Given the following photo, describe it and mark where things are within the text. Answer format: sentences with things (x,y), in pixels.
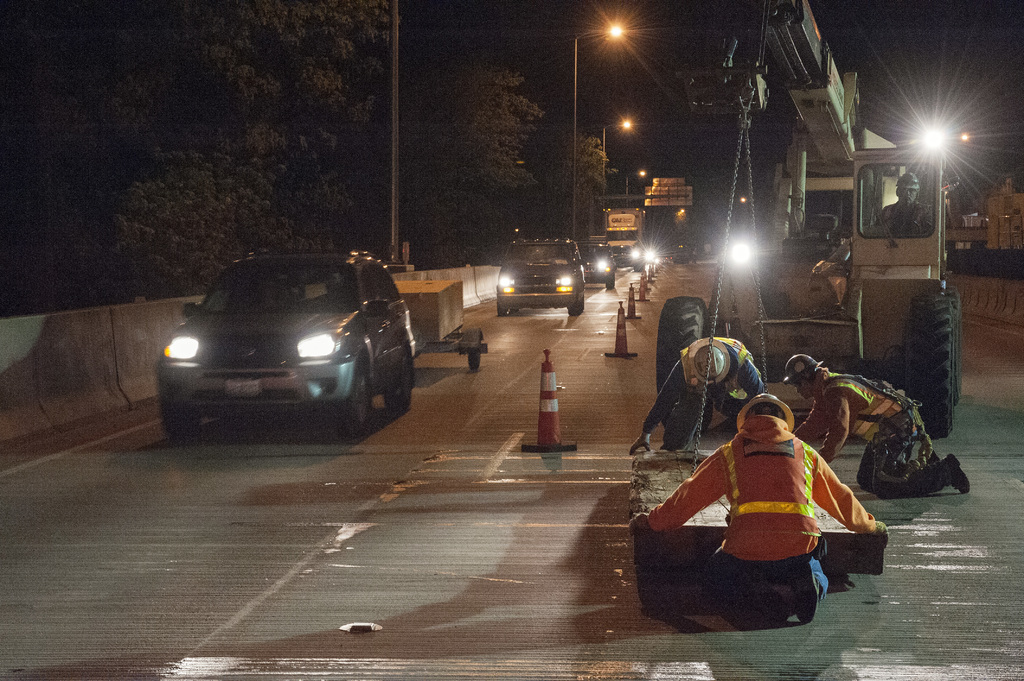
In this image we can see a road (615,328). On the road (648,338) there are many vehicles (276,357). Also there are traffic cones (621,342). There is a crane (863,271). Also there are few people (813,380). They are wearing helmets (759,404). On the sides there are light poles (606,151) and trees (338,111).
